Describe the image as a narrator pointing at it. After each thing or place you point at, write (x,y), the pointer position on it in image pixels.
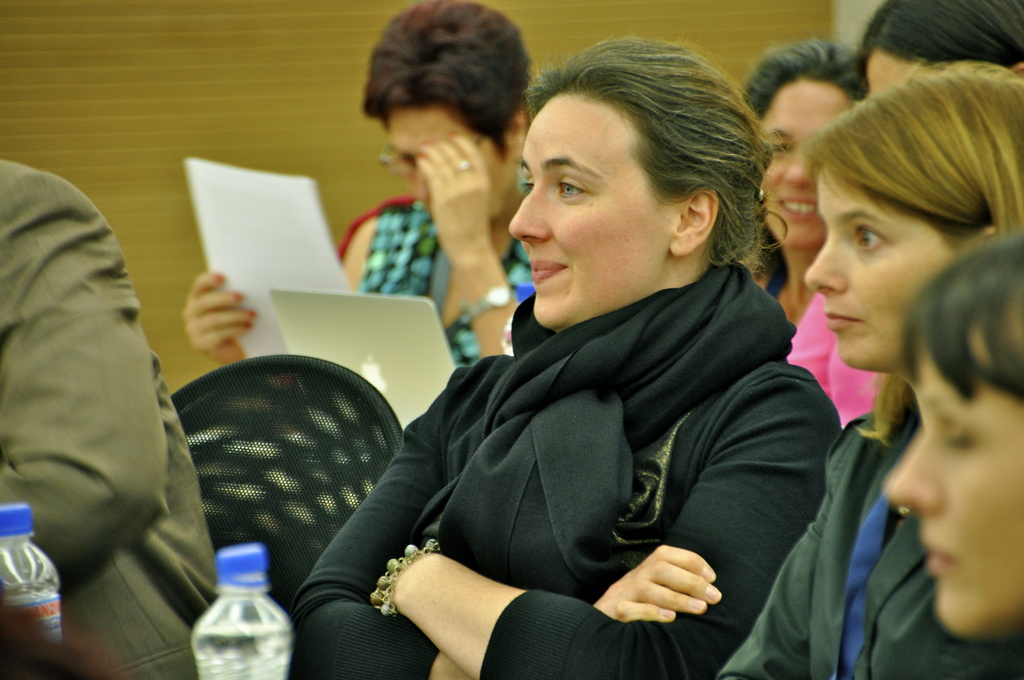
This picture shows few people (432,485) seated on the chairs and we see couple of water bottles (7,557) and a woman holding a paper (249,265) and a laptop (341,298).
